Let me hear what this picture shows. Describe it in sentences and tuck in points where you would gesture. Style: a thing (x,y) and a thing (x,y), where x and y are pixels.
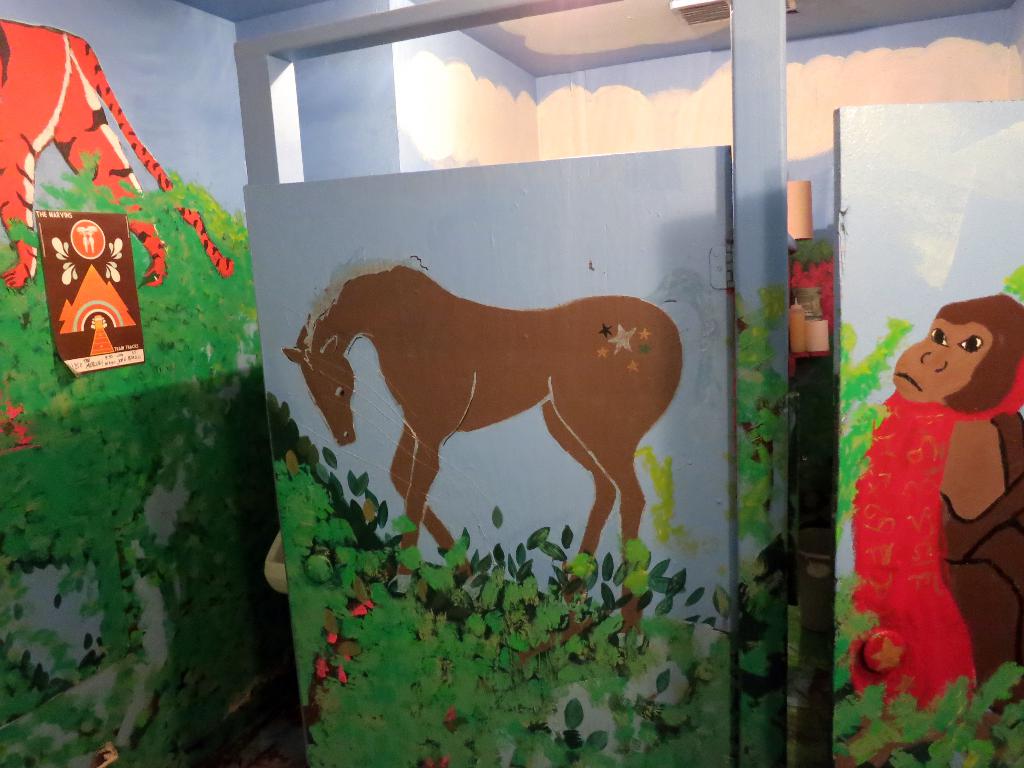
In the picture we can see some wall (62,86) in the restroom (62,86) which are painted with a greenery (179,432) and some horse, monkey (953,309) on the door (892,345) and behind the door (733,460) we can see another room (658,125).
